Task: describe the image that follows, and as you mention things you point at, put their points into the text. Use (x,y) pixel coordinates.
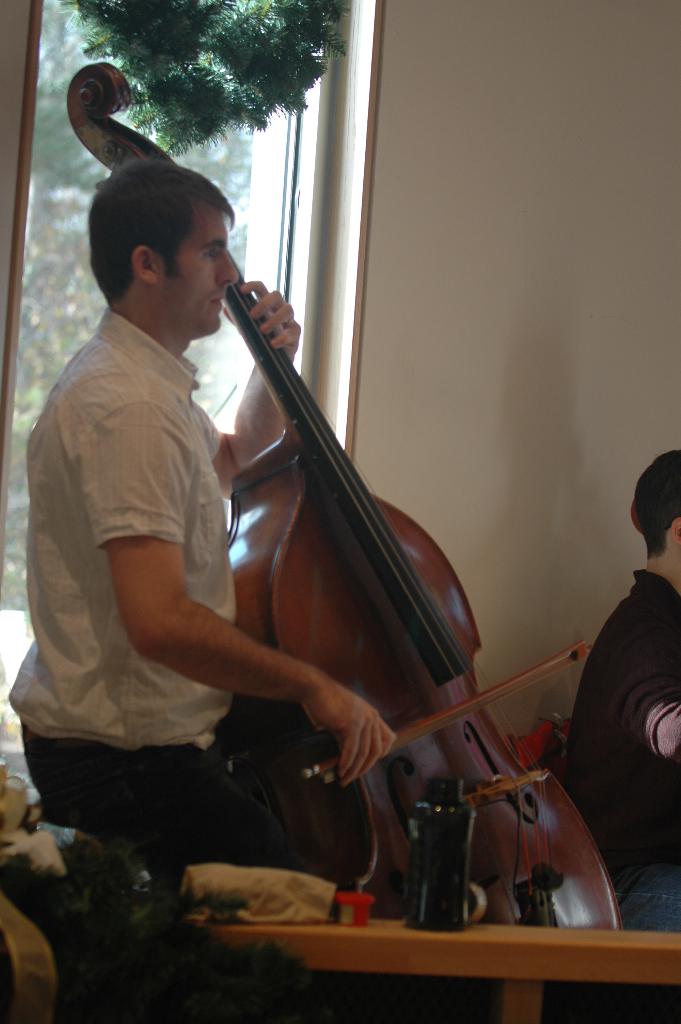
In this image a person (221,216) playing a double bass (385,761), beside the person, a person (661,660) is sitting, in the background (589,513) there is a wall (401,156) to that wall (593,501) there is a glass door (282,168).
